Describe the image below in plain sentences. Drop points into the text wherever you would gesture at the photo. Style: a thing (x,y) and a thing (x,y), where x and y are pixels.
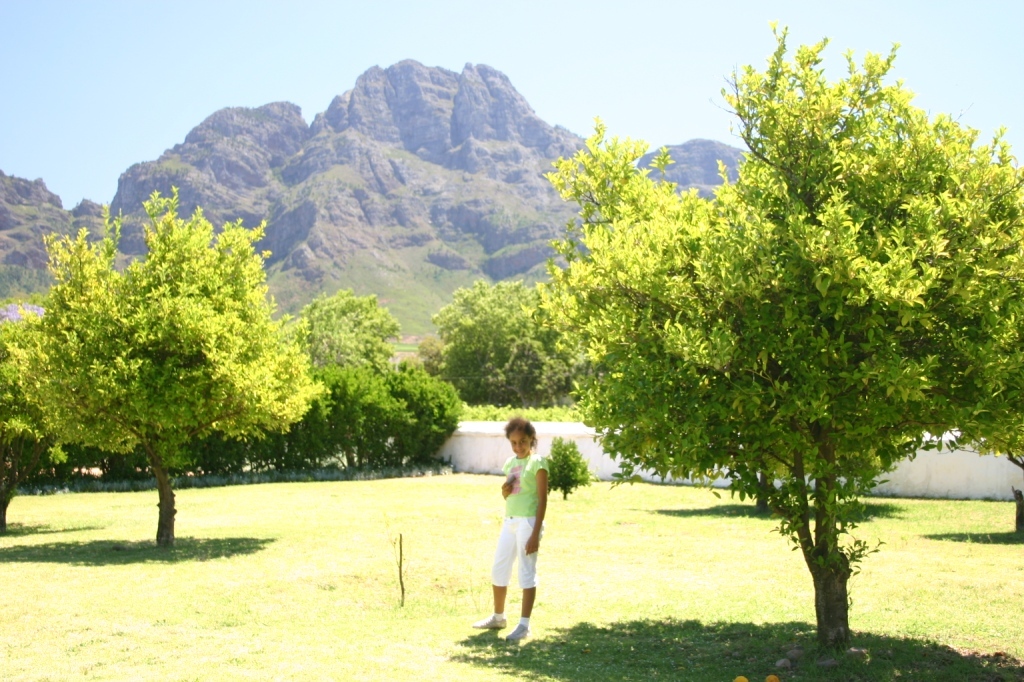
This image consists of a girl (528,474) wearing a green T-shirt (529,488) and a white pant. At the bottom (412,656), there is green grass (180,623). In the front (693,320), we can see many trees (630,257). In the background (386,155), there is a mountains (399,191). At the top (185,39), there is sky (115,43).
